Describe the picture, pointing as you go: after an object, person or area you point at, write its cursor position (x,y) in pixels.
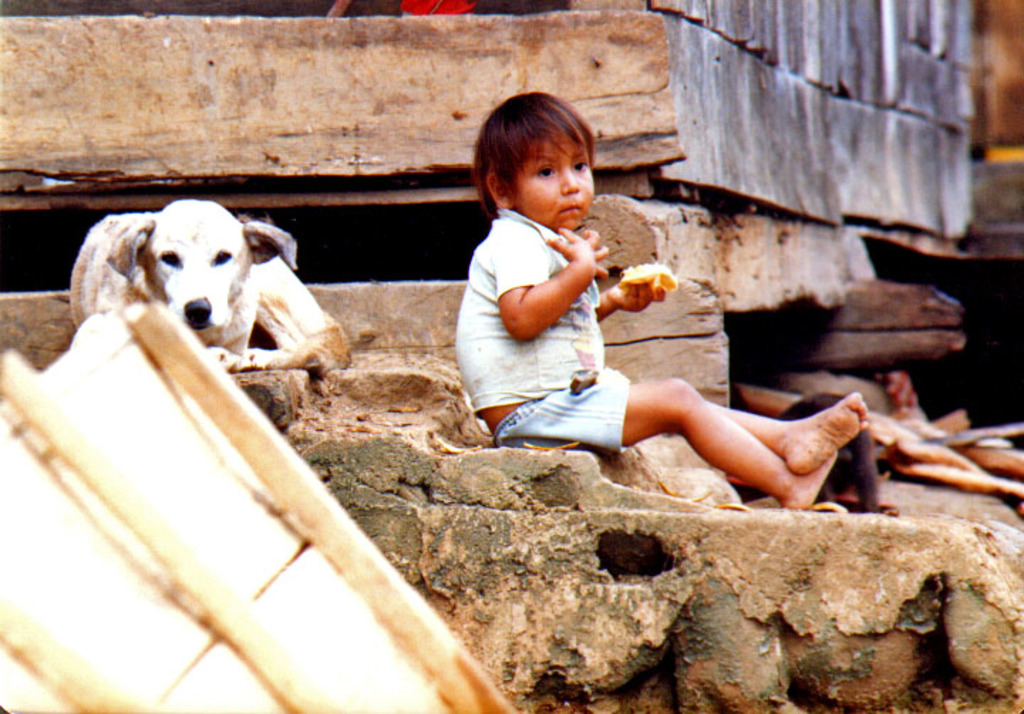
In this picture we can see a kid (576,304) and a dog (142,264) on the rock surface (405,429). Behind the kid (522,309), there is a wall (707,139). At the bottom of the image (308,594), there is an object (12,455).
